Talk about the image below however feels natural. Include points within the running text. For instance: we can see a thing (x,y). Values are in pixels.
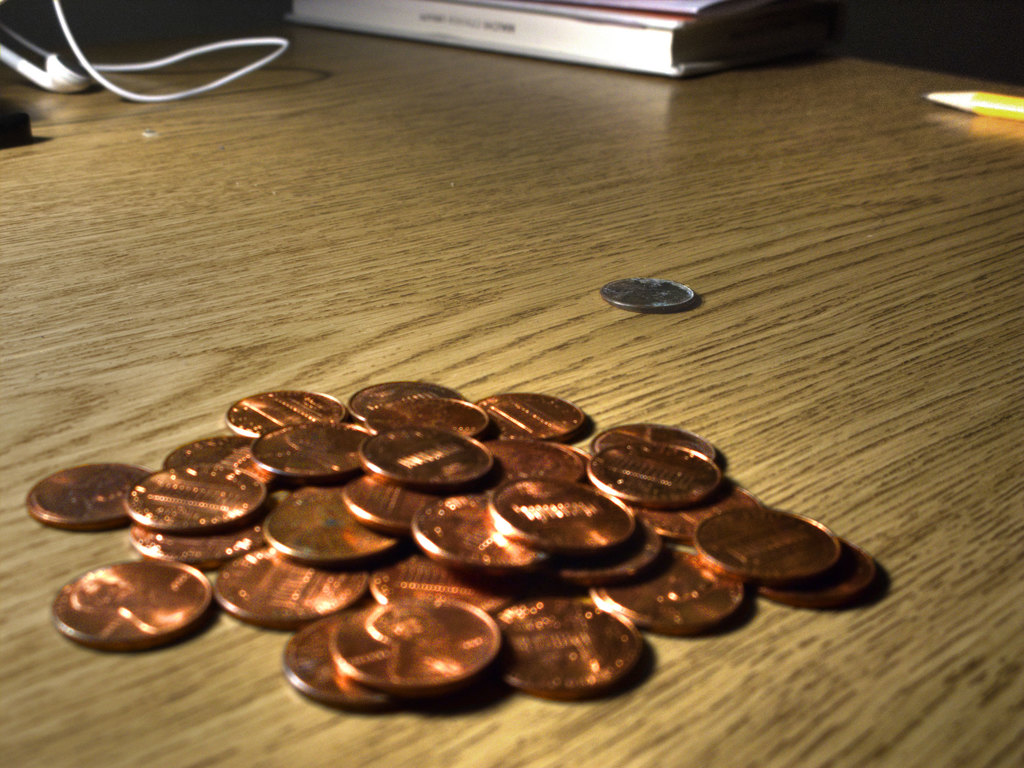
In the picture we can see a wooden table (327,764) with a group of copper coins (616,653) on it and some far away we can see a silver coin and behind it, we can see books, pencil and wire (75,48) which is white in color.
